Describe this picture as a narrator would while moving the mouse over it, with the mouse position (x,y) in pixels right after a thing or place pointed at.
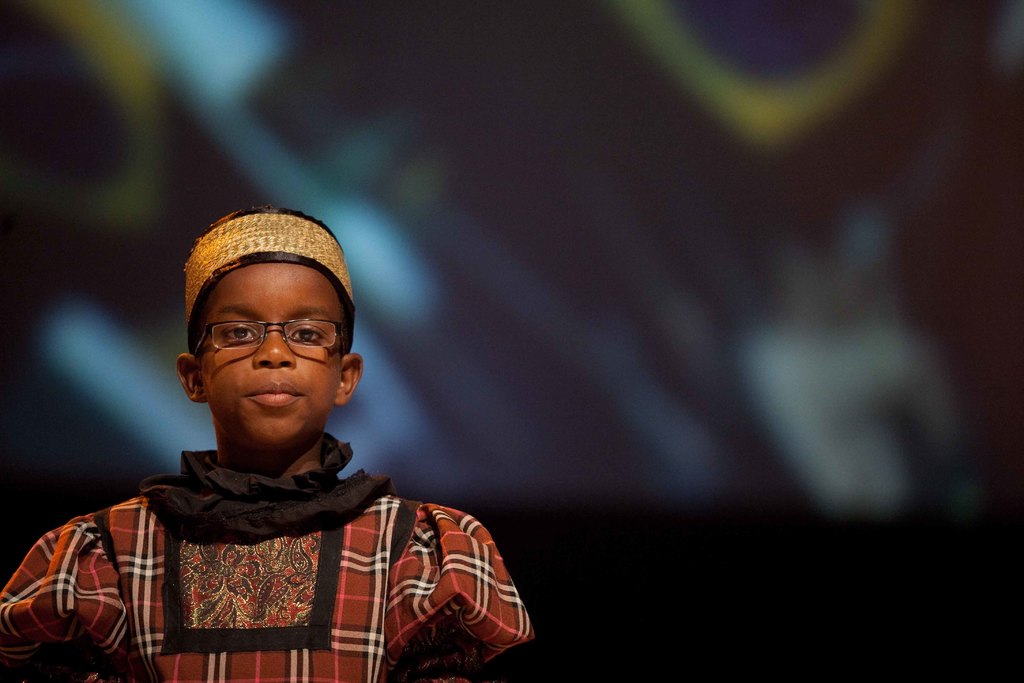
In this image there is a boy (524,605) standing.
